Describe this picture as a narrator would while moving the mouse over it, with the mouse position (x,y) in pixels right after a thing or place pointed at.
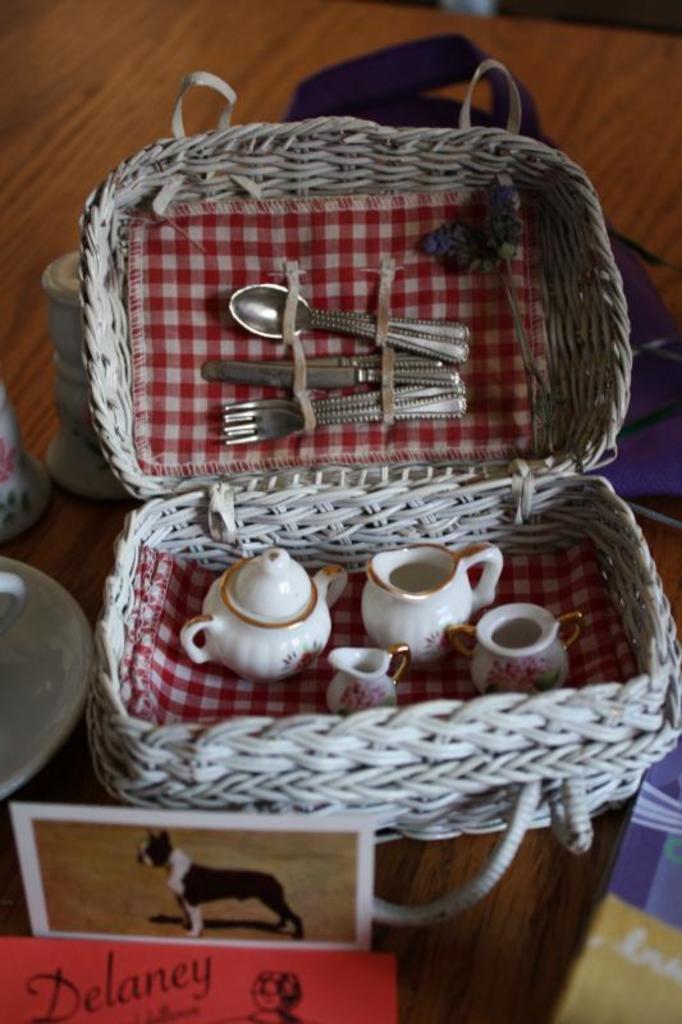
In this image I can see spoons (362,321), jars (501,622) in the white color basket (353,758). I can see a plate (8,673), boards (268,981) and few objects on the brown color table (84,71).
